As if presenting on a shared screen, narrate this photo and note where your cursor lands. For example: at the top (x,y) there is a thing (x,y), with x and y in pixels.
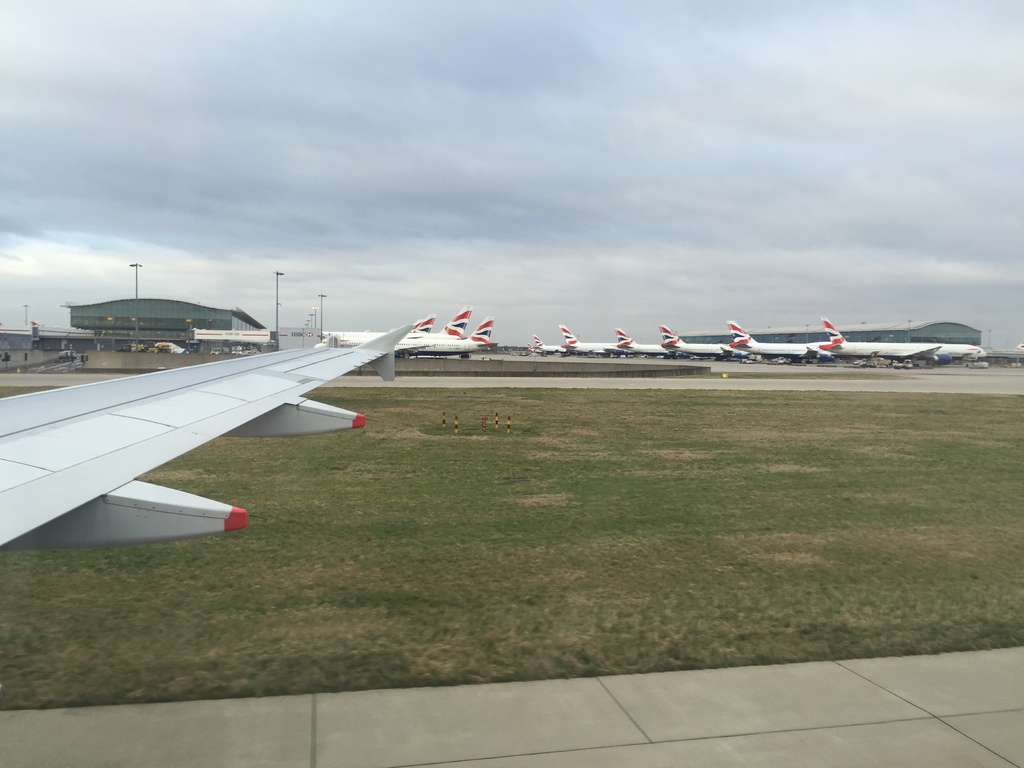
In this picture we can see many planes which are parked on the ground (1003,367). In the background (172,303) we can see sheds (856,331), street lights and other vehicles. At the bottom (427,577) we can see the grass (372,603) on the right (908,378) there is a runway (985,376). At the top (601,150) we can see sky (662,148) and clouds (661,106).
